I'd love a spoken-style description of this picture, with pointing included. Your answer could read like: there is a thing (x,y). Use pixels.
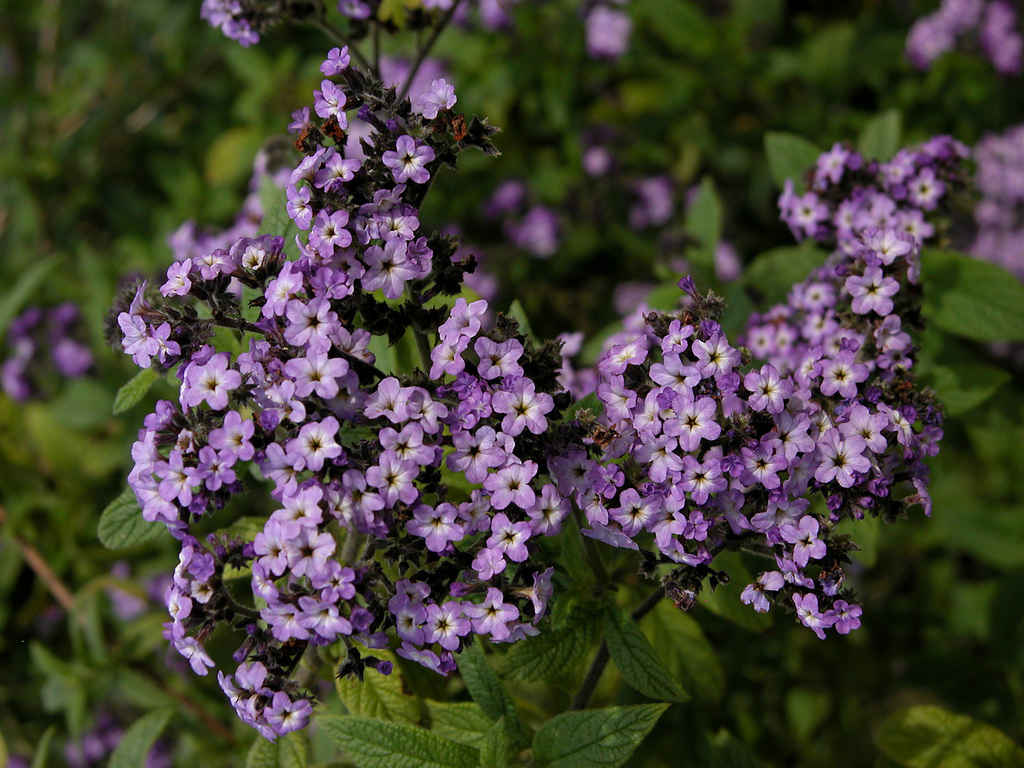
In this image I can see few purple color flowers (458,439) and few green leaves (581,403). Background (708,196) is blurred.
